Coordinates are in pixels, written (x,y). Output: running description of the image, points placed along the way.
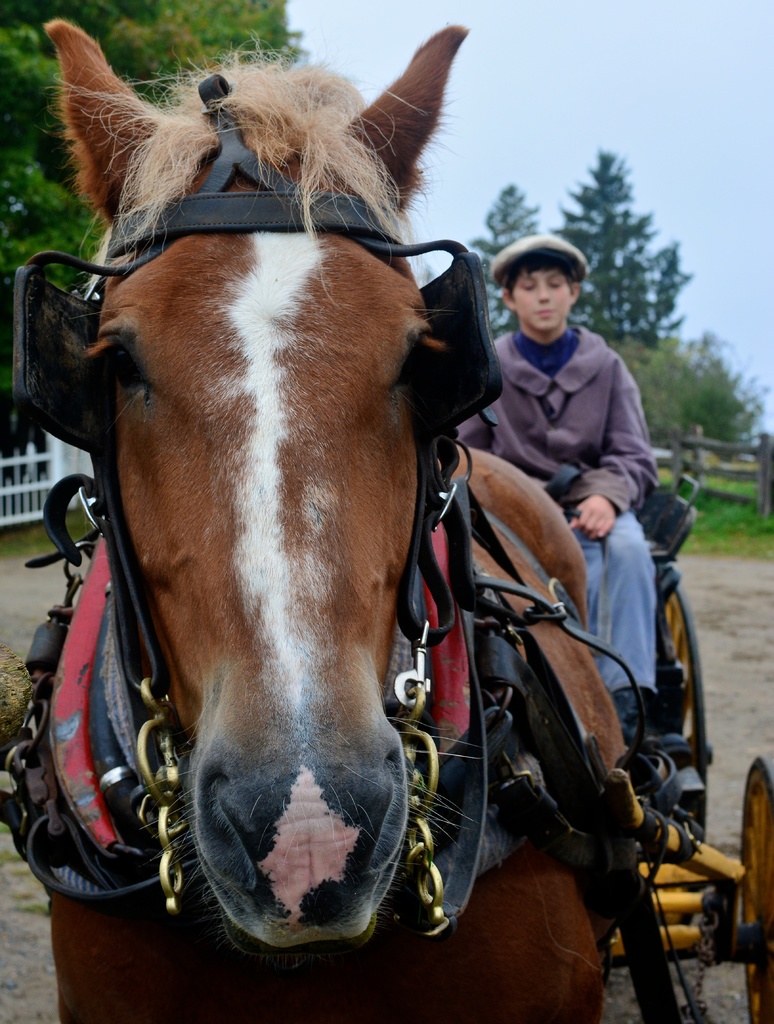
In this image I can see a horse (394,141) and a boy (537,335). In the background (710,278) I can see number of trees (233,35) and clear view of sky (627,116).
